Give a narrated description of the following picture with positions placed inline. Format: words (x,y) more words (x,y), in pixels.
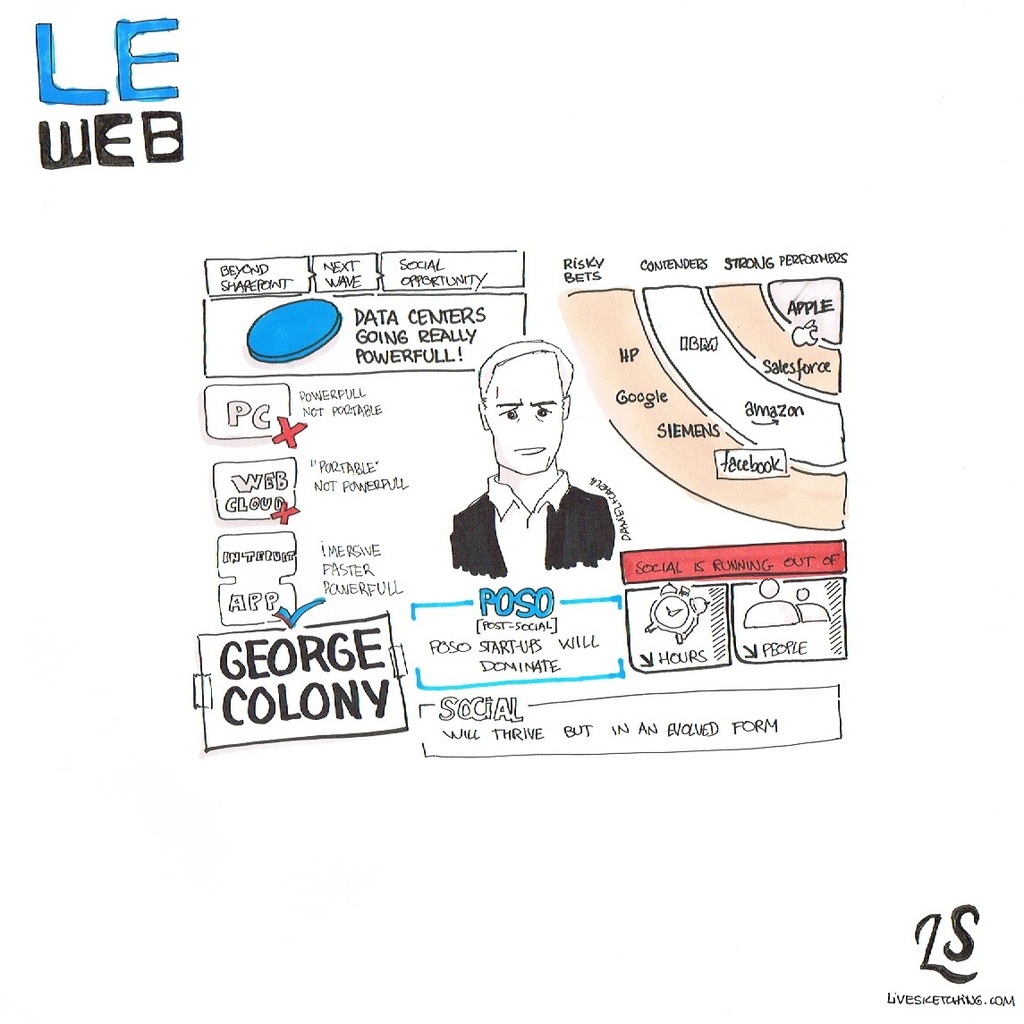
In this picture I can see there is a logo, water mark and there is a man (604,521) here wearing a blazer (585,517) and a shirt (528,545) and there is a alarm clock (686,604), there are some flow charts (636,423).
